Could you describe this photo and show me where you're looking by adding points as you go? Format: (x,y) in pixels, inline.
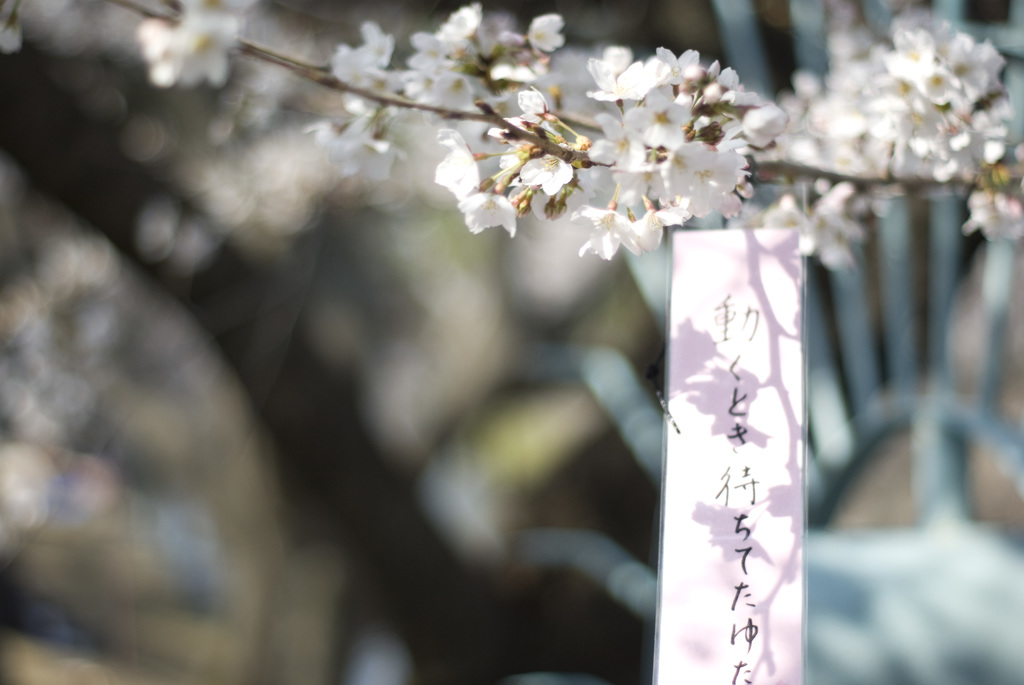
In this picture there are flowers (477,44) at the top side of the image (727,77) and there is a label (722,305) on the right side of the image (729,419).
